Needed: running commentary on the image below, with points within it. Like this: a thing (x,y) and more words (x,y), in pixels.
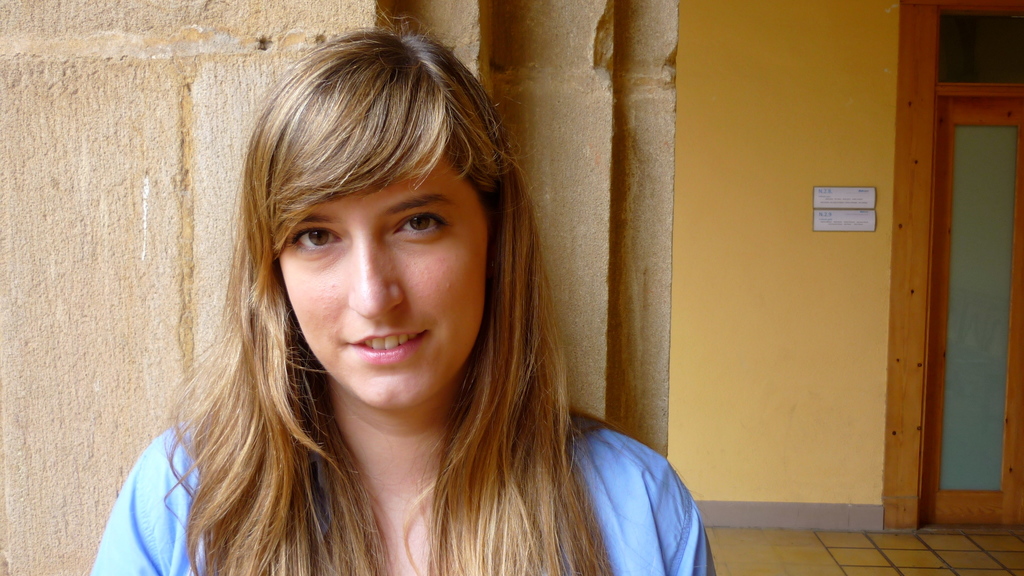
In this image I can see the person (367,495) wearing the blue color dress (622,510). In the background (718,279) I can see the boards (831,219) to the yellow color wall (771,284) and there is a door (972,296) to the right (980,275).
